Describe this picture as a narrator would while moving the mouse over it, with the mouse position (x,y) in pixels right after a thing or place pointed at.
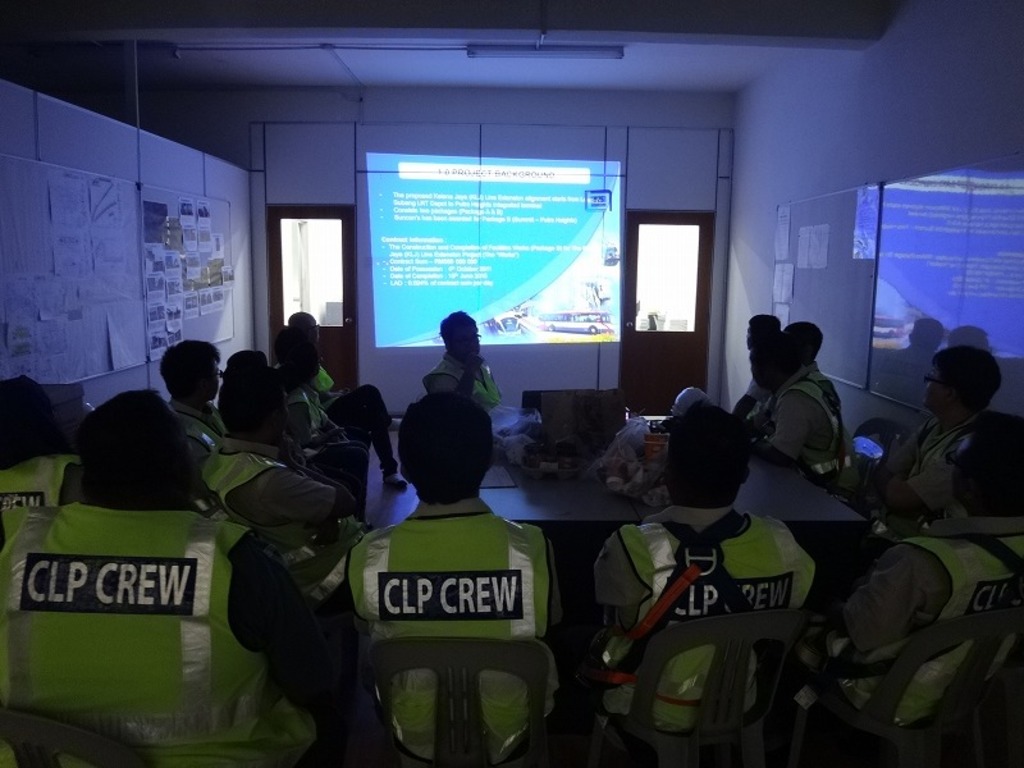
This picture describes about group of people (722,450), they are seated on the chairs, in front of them we can see few things (593,444) on the table (570,501), beside to them we can find few papers (794,283) on the notice board (813,317).
